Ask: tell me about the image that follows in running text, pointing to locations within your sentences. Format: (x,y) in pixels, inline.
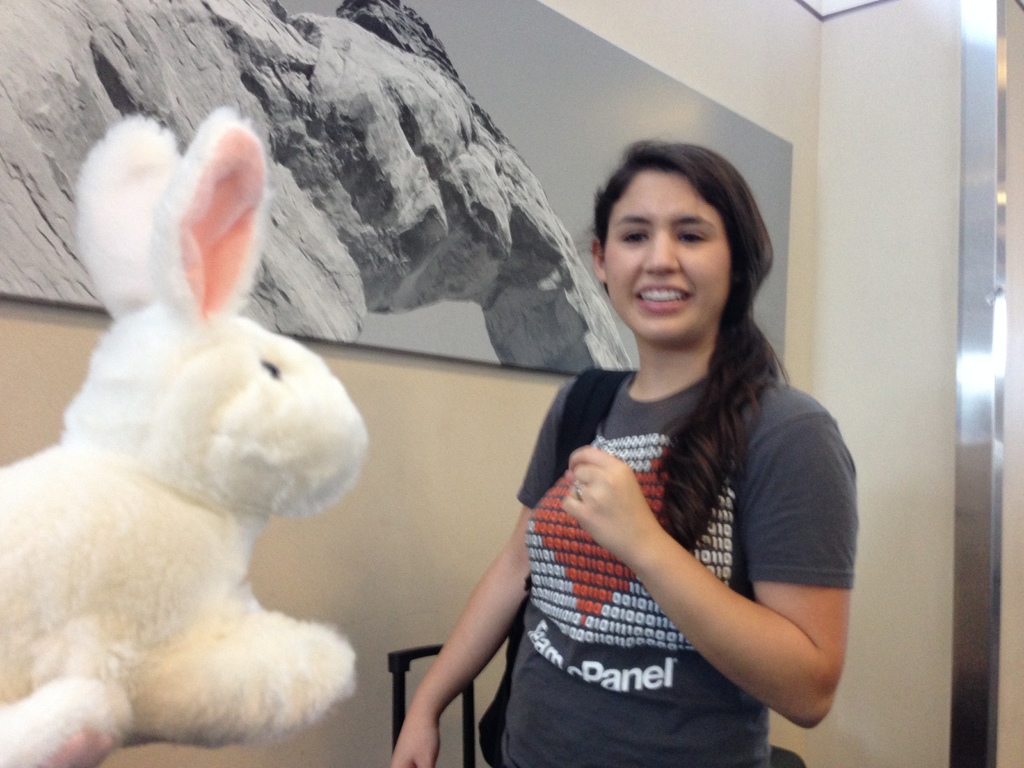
In this image there is a lady (745,493) standing on the left side (203,652) there is a rabbit toy (42,679), in the background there is wall (670,52) on that wall (814,753) there is a frame (102,59).
